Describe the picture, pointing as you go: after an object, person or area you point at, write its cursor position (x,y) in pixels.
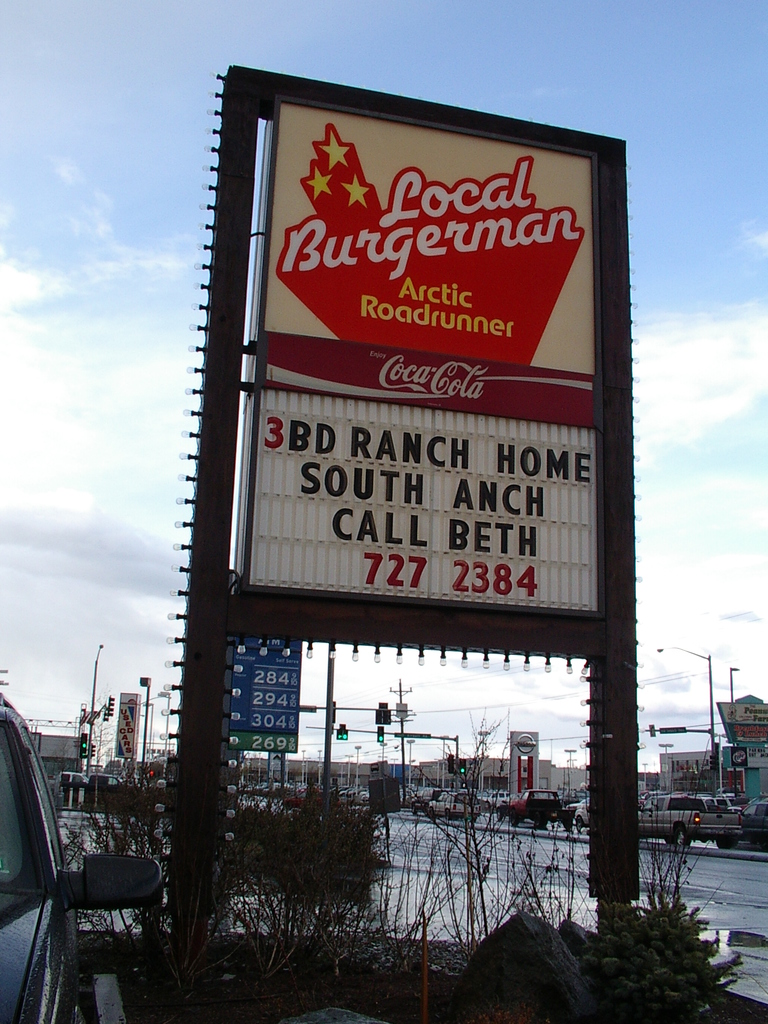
In the middle (488,467) it is a sign board (493,454), on the right side (556,824) there is a road (556,824). At the top (146,150) it's a sky (140,169).
